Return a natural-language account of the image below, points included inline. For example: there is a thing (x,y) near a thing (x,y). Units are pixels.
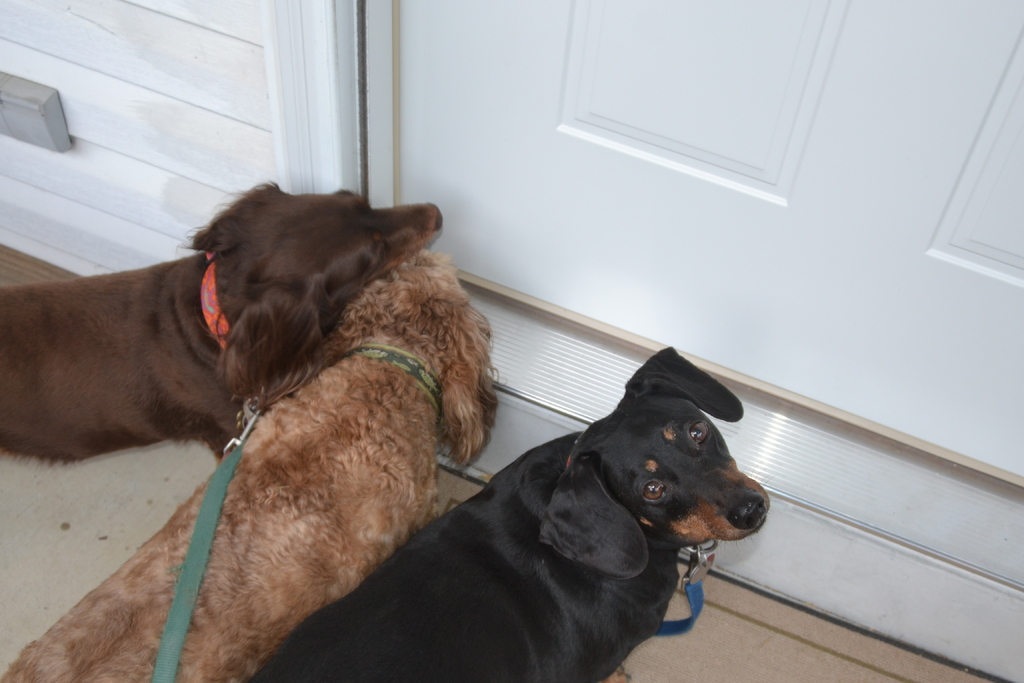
This picture is clicked outside. In the foreground (317,451) we can see the three dogs (381,494) seems to be on the ground (172,466). In the background (806,145) we can see a white color door (808,166) and a white color wall (184,80).
